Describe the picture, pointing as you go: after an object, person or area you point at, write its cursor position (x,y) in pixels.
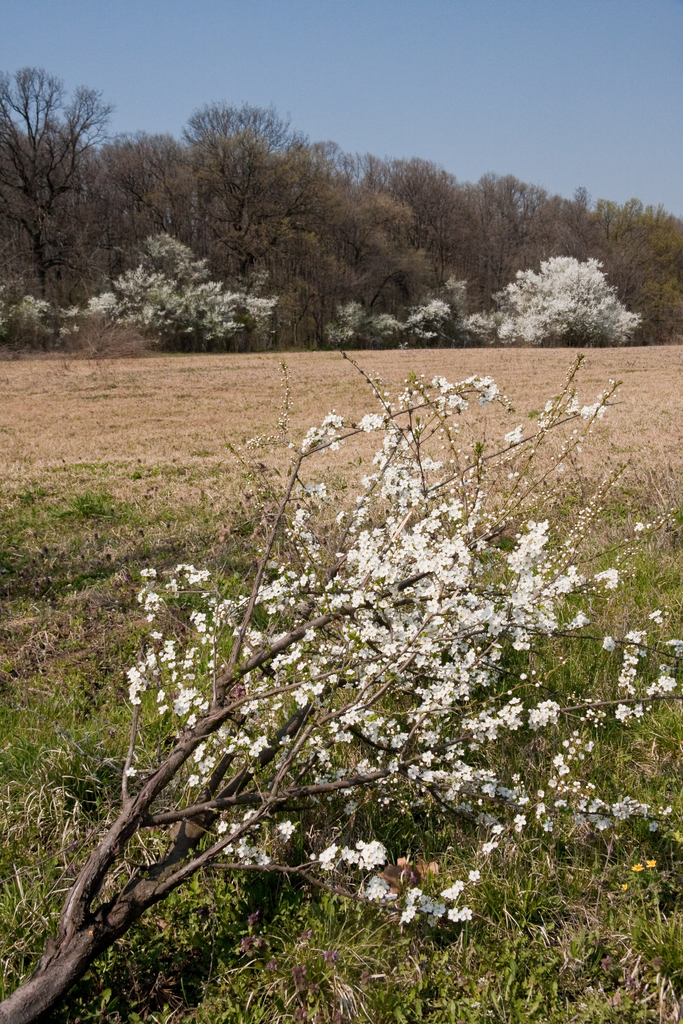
In this image we can see the flowers (438,633) with branch (68,906). And we can see the grass (130,554). And we can see the land (603,382). And we can see the trees (284,251). And at the top (631,119) we can see the sky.
